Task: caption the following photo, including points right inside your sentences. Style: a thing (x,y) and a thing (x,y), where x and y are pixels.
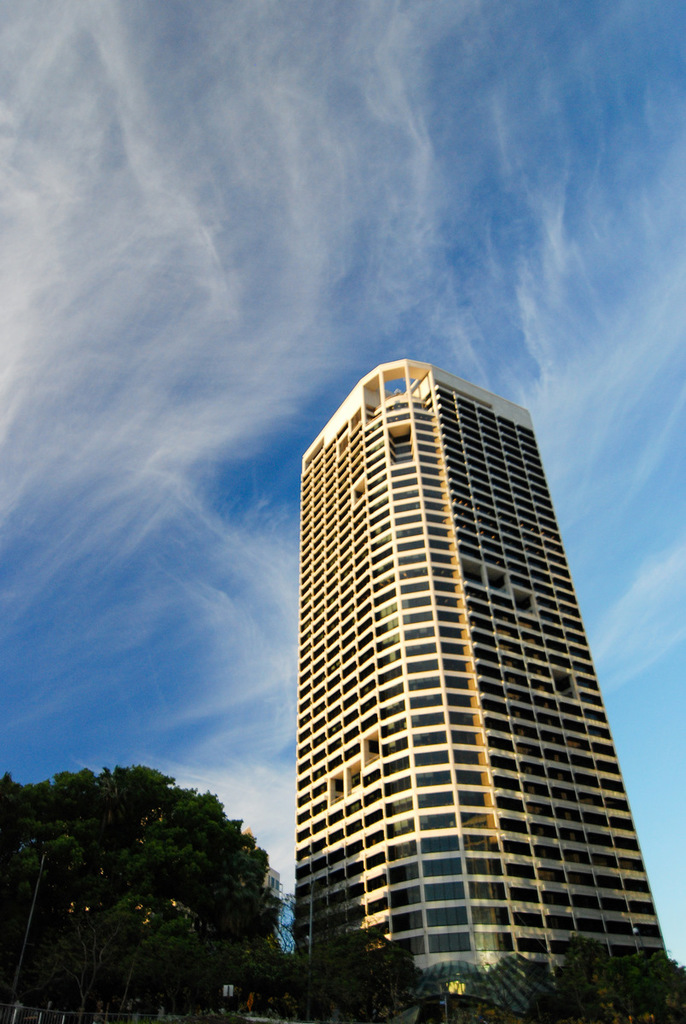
In this image I see a building (427,659) over here and I see number of trees (139,882) and I see the sky (261,616) in the background (184,252).
